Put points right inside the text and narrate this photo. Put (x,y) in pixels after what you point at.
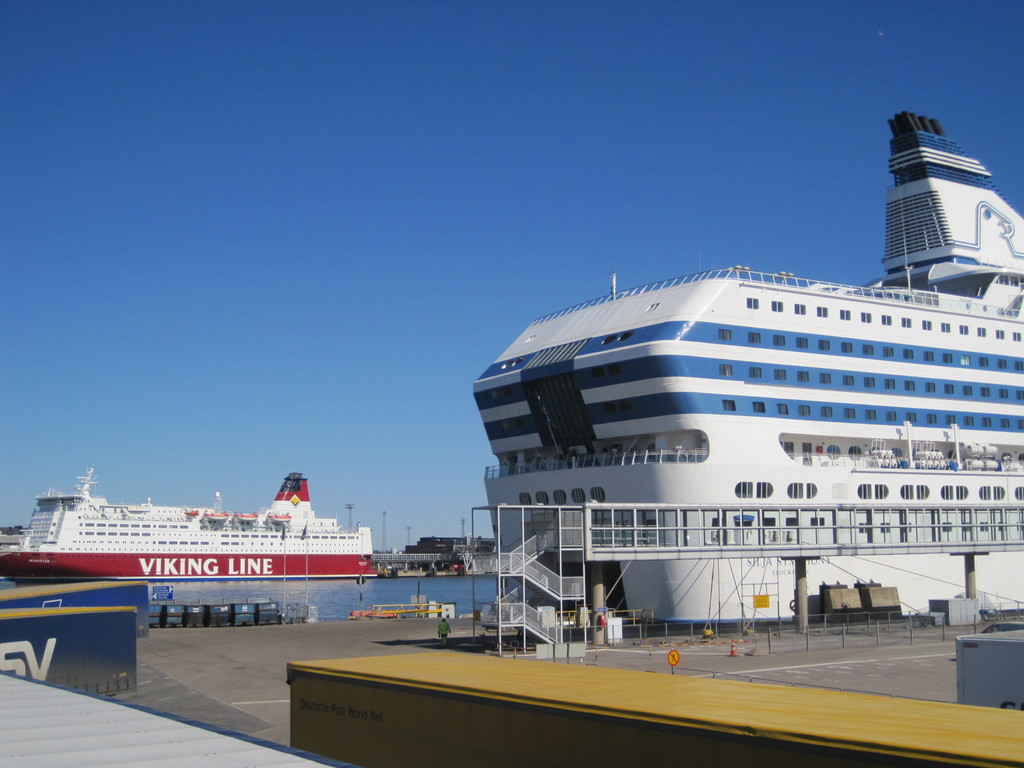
In this picture I can see few ships (645,497) and I can see few poles (472,511) and few containers (246,751) and a human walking and looks like a building (448,545) in the back (488,545) and I can see a blue sky (477,195) and I can see metal staircase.
